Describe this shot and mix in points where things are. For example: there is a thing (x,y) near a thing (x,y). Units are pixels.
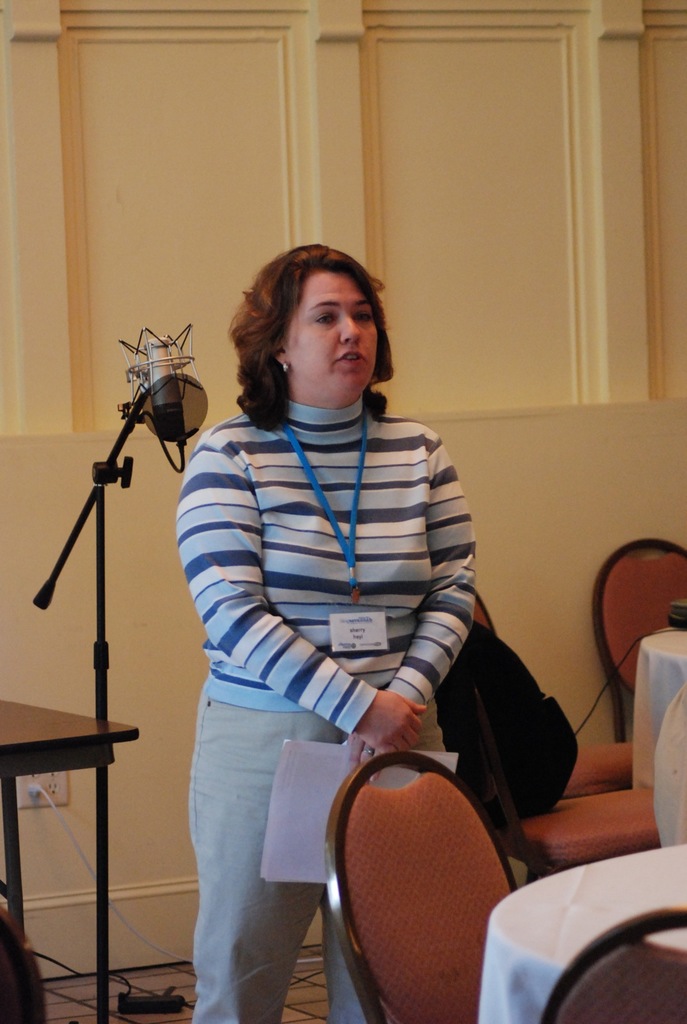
Here we can see a woman (300,347) is standing on the floor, and wearing an id card (327,509), and holding papers (362,759) in the hand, and here is the chair (356,846), and in front (579,885) here is the table (590,891).
